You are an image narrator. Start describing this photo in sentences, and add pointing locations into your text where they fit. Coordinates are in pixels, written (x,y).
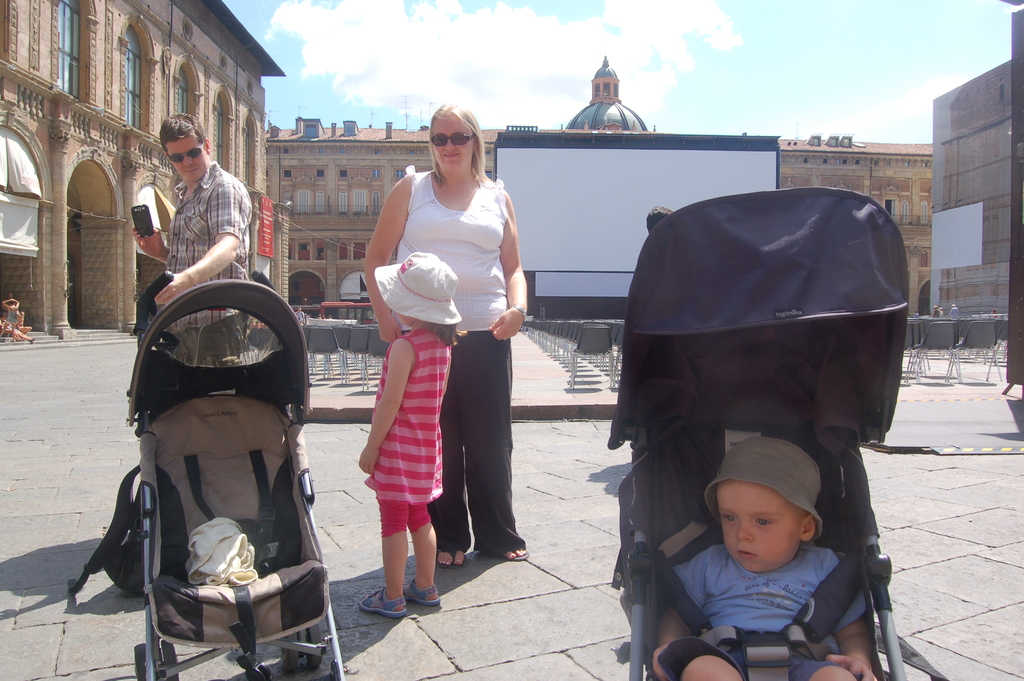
There are people (519,278) standing and this man (137,235) holding a mobile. We can see strollers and there is a kid (745,566) sitting on stroller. Background (908,171) we can see chairs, board (556,270), buildings (360,290) and sky (483,34) with clouds (483,42).
